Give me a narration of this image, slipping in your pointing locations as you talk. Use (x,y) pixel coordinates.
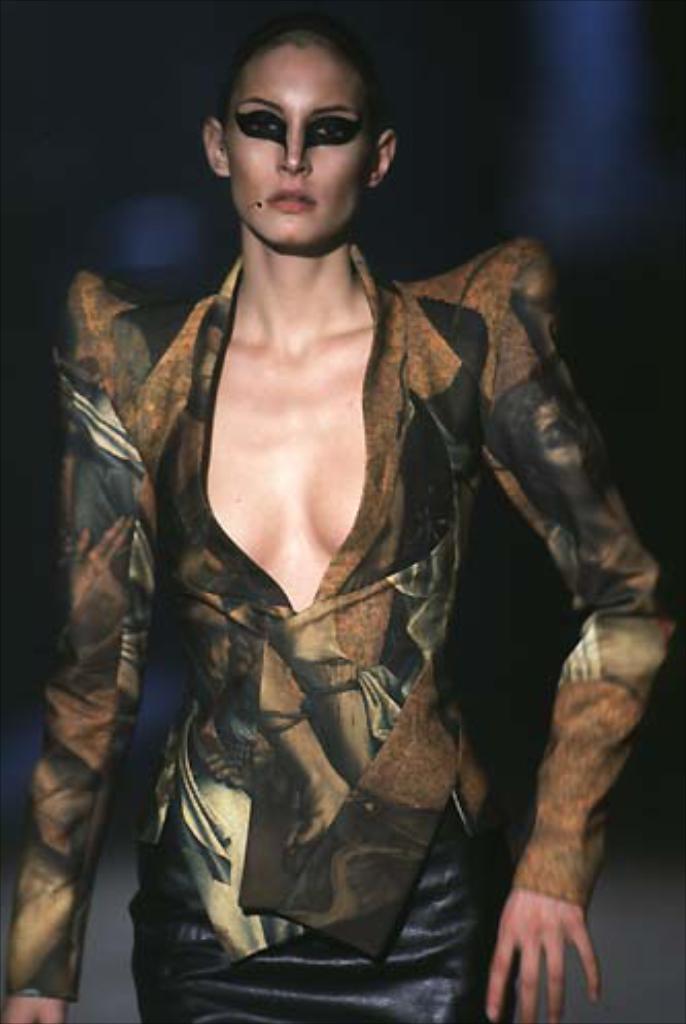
In this image, I can see the woman (318,705) standing. She wore a makeup (328,139) to her face (350,169). The background (422,94) looks blurry.
